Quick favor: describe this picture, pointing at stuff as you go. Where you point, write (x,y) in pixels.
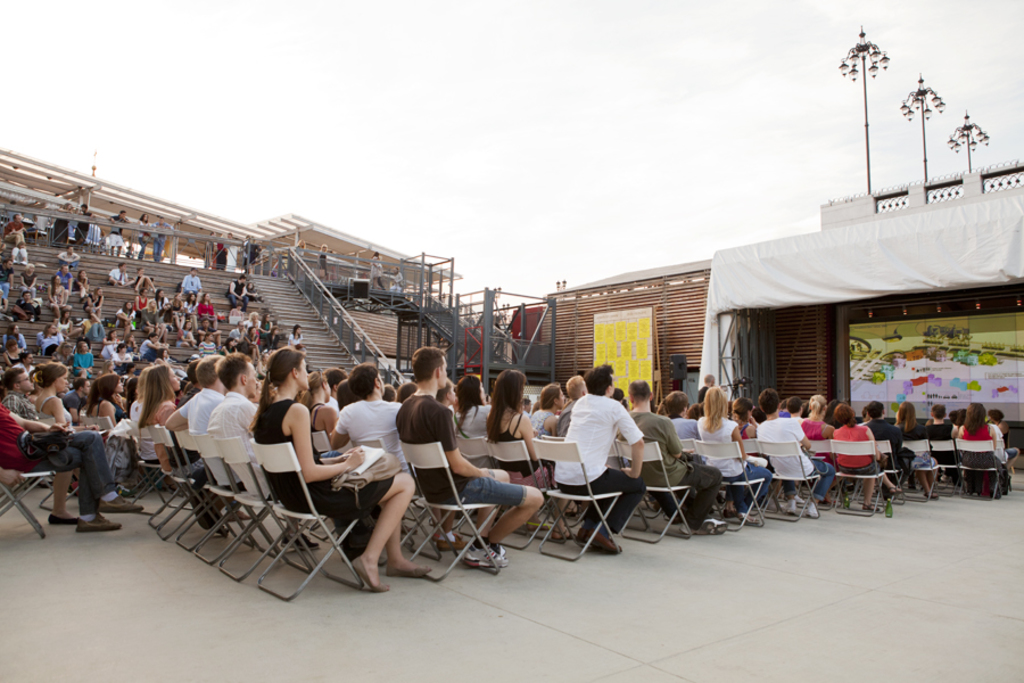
In this image we can see people (801,434) sitting on chairs (968,442). In the background of the image (79,259) there are people (13,366) sitting on stairs (251,311). There is railing (312,303). To the right side of the image (915,395) there is a screen (889,392). There is a white colored cloth (748,251). At the top of the image (346,124) there is sky (308,124). There are light poles (923,91). At the bottom of the image (502,635) there is floor (502,635).
